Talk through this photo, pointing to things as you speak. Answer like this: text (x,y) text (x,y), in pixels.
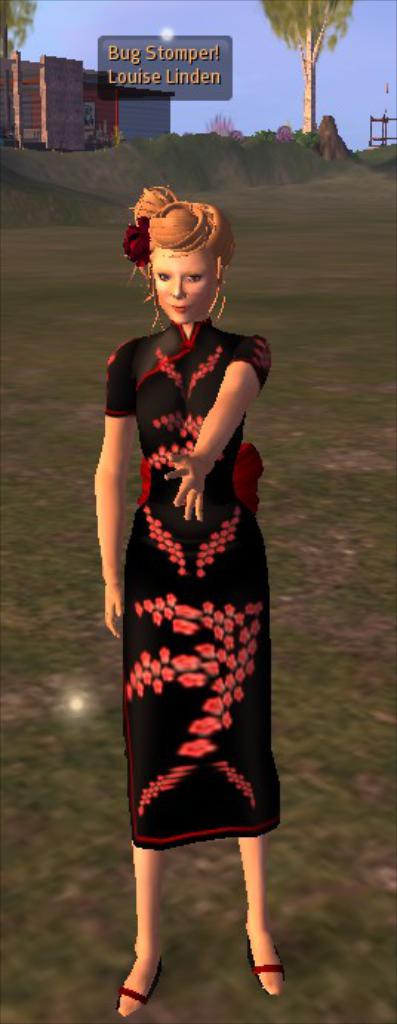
This is an animated picture. I can see a woman (206,260) standing, there are buildings (34,117), trees (318,21), it is looking like a board (232,63), and in the background (260,97) there is sky (238,39).
